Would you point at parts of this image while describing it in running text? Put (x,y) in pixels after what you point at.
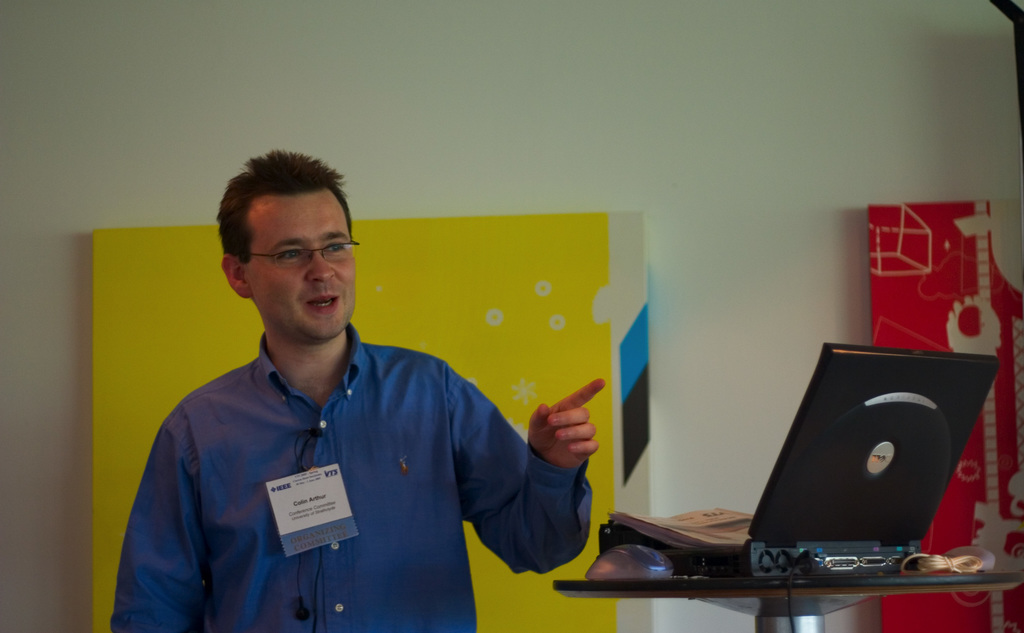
In this picture I can see a laptop (848,522) and a mouse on the table (766,588) and looks like few papers (734,530) on the laptop (746,548) and I can see a man (382,385) standing and he is wearing spectacles (337,251) and I can see couple of boards (570,306) in the back (890,285) and I can see wall (56,180).
